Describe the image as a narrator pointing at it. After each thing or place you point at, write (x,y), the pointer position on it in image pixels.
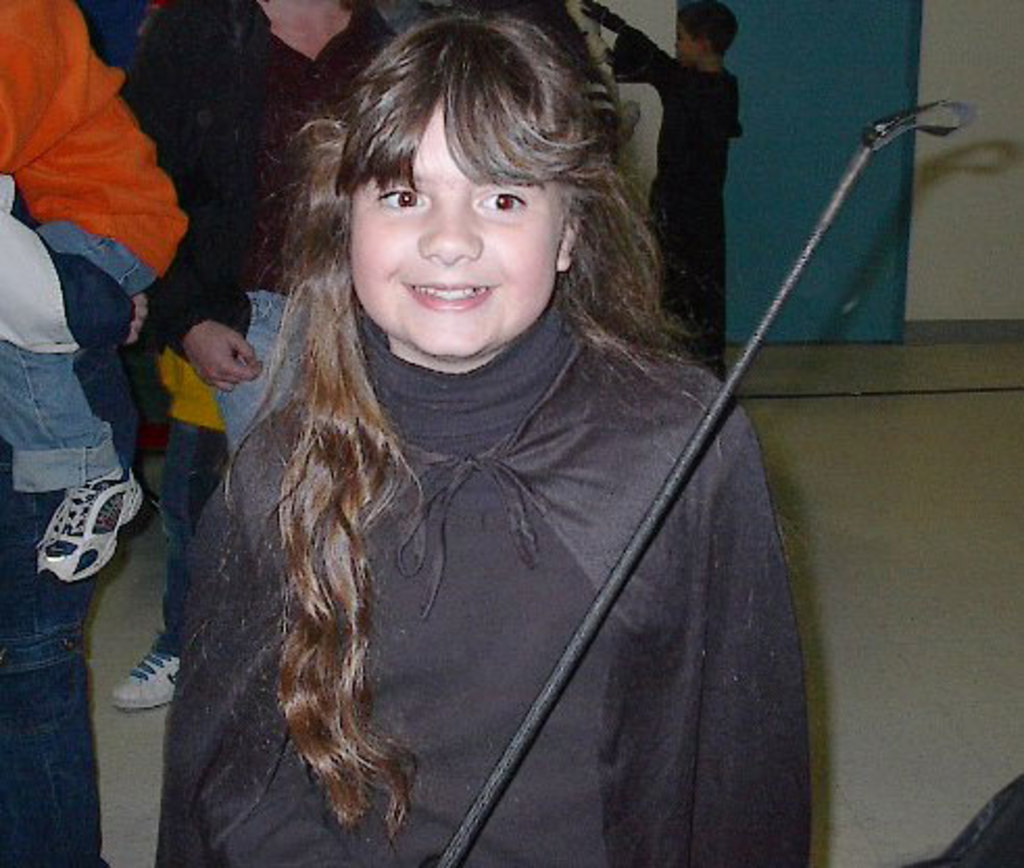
There is a girl (407,431) wearing a black color dress (456,542). In front of her there is a black color rod (575,647). In the back (203,116) there are many people (648,41).
